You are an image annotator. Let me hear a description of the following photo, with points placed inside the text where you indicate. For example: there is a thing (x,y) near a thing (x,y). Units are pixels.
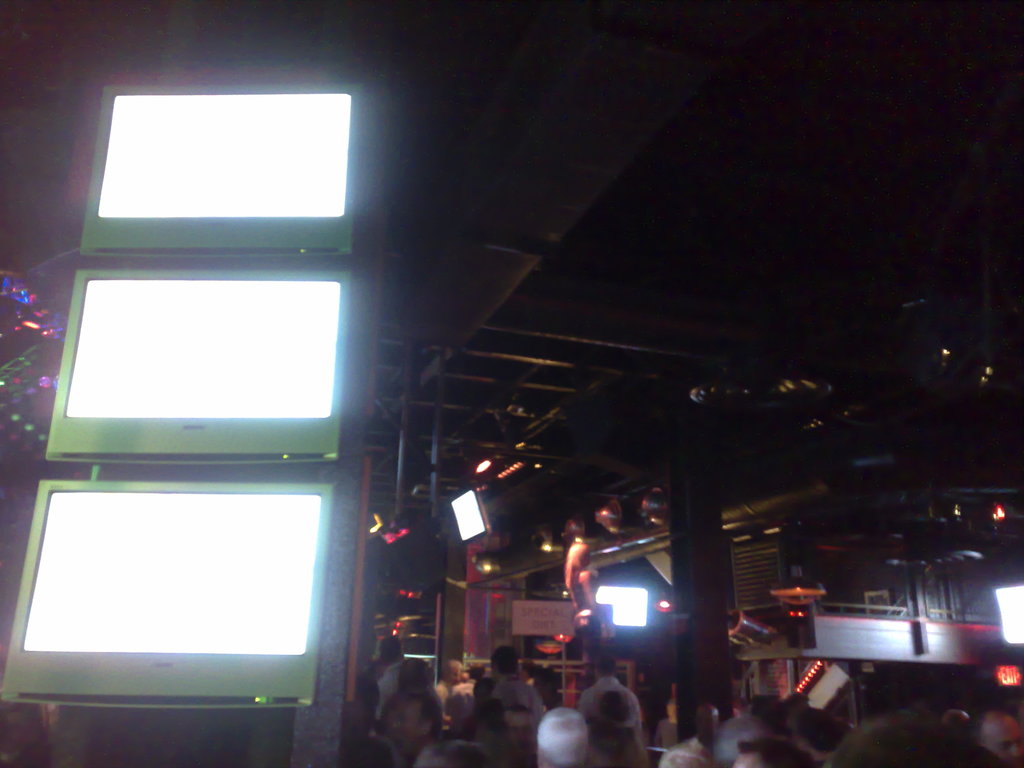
In this image I can see few people (403,723), lights (741,631), few screens (172,532), iron poles (679,513) and the image is dark.
